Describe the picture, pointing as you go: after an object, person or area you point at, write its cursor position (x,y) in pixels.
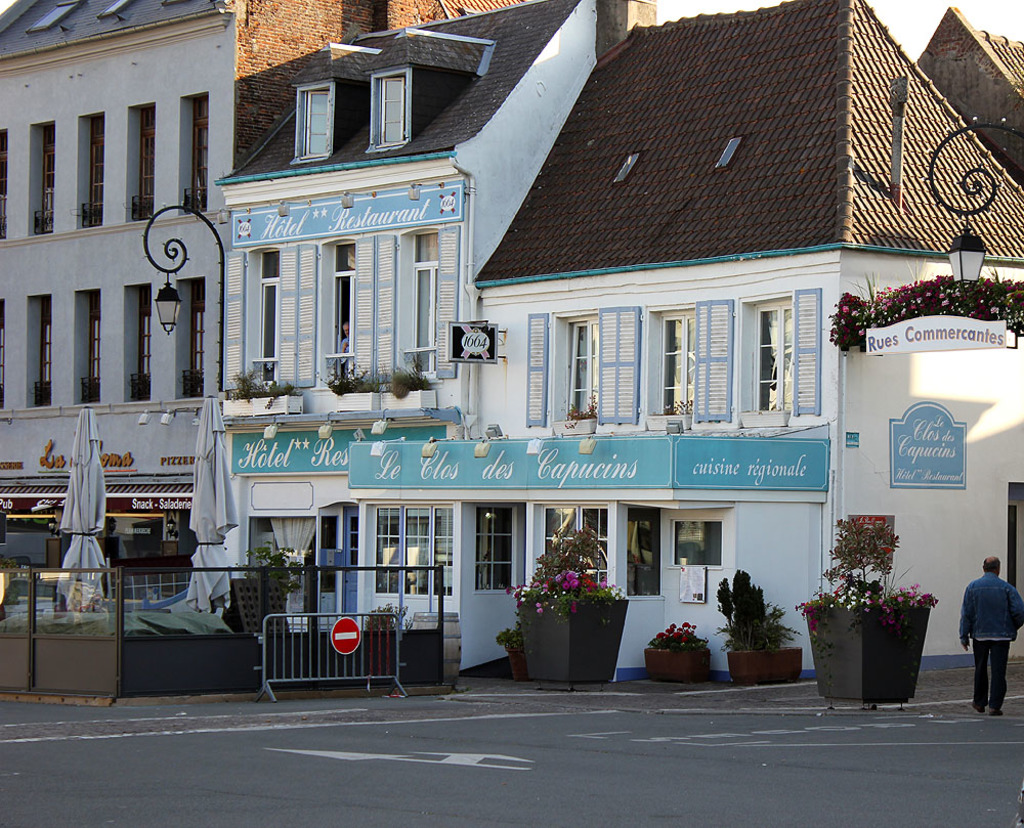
In this picture we can see few buildings (437,295), in front of the buildings (299,254) we can find few lights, hoardings (404,446), plants (538,581), an umbrellas (209,491) and metal rods (367,677), and also we can see a man (986,614) is walking on the road (983,759).
